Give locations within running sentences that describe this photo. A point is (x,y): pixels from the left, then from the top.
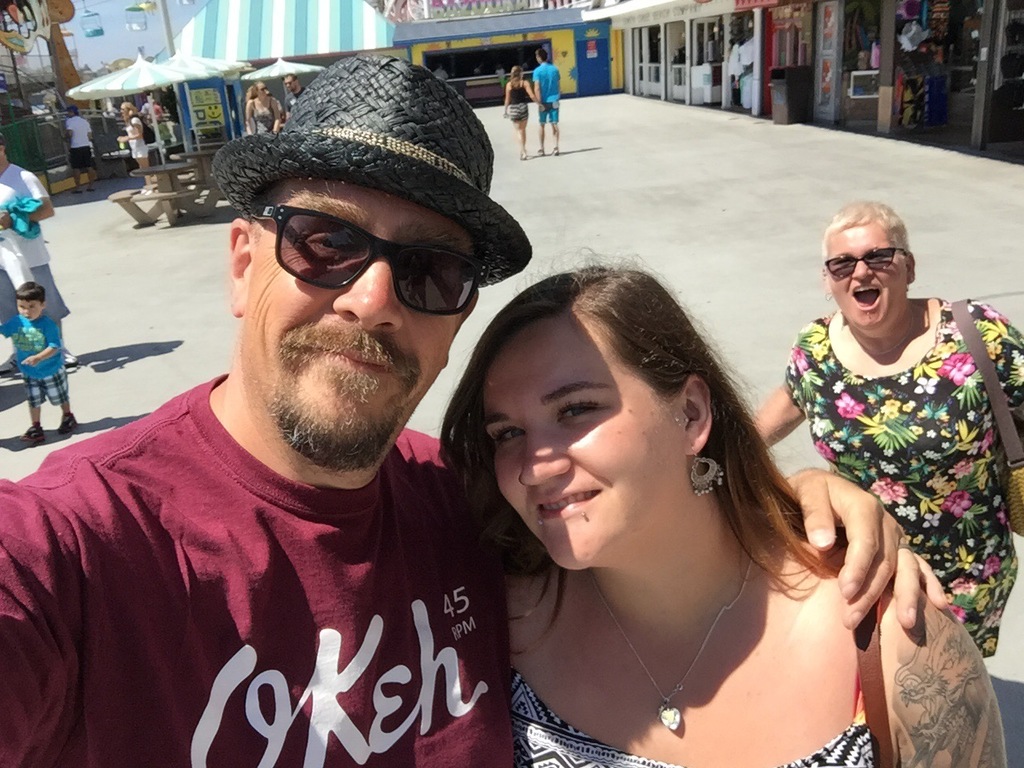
A man (358,547) is standing, he wore a t-shirt (313,667), beside him a beautiful woman (683,564) is also standing. In the middle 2 persons (558,133) are walking on this floor (600,193), on the right side (719,27) there are stores (709,13).
